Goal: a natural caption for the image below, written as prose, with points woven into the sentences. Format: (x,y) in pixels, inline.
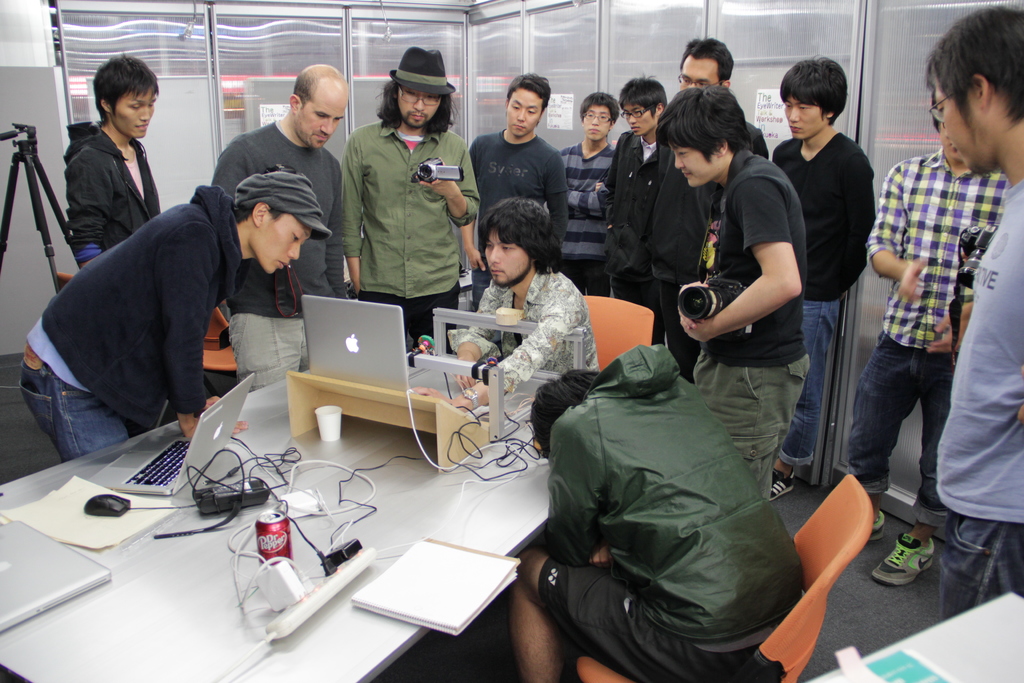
The picture is taken inside a room (343,381). in the middle (528,425) there is a table (301,443). On the table (365,523) there are laptops (182,457), can (265,537), book (440,577). In the middle (558,296) one person (540,351) is using laptop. Beside him one person (616,511) is sitting on chair (822,510). There are many people (300,179) standing in the back (586,175). Some of them holding camera (461,181). They are looking at the laptop (404,344). In the background (62,53) there is glass wall (161,42). In the left side (23,145) there is tripod stand (32,184).
